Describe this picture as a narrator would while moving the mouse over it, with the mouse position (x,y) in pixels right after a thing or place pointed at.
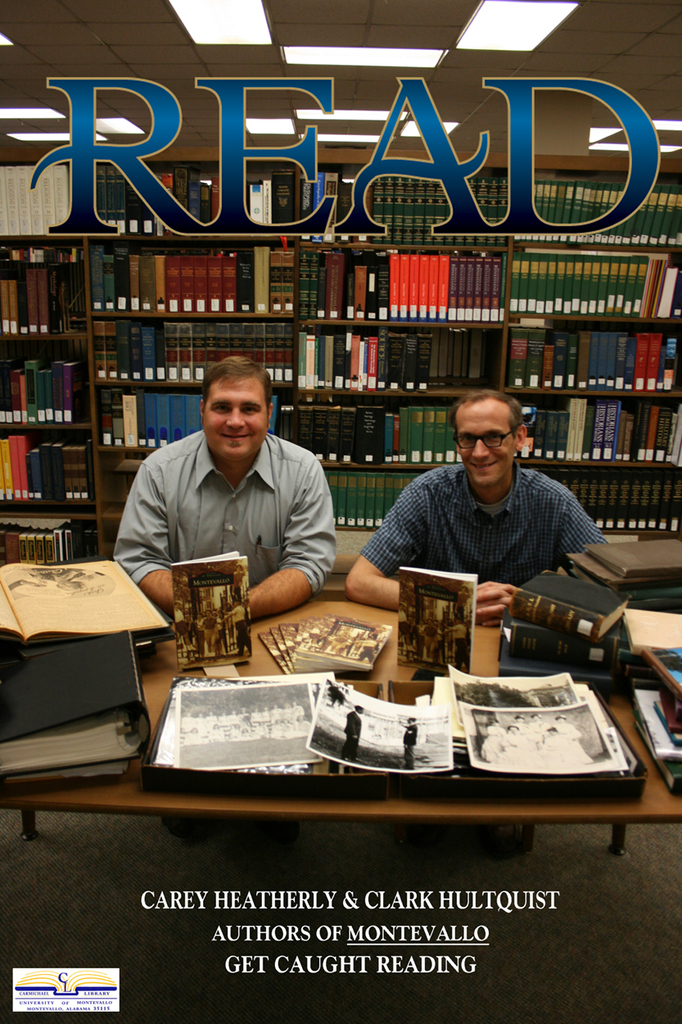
There are two persons (420,497) sitting in chair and there is a table (305,617) in front of them which has books (445,664) and some pictures (415,716) on it and there is a book shelf (351,350) behind them, There is a read (644,156) written on it.
